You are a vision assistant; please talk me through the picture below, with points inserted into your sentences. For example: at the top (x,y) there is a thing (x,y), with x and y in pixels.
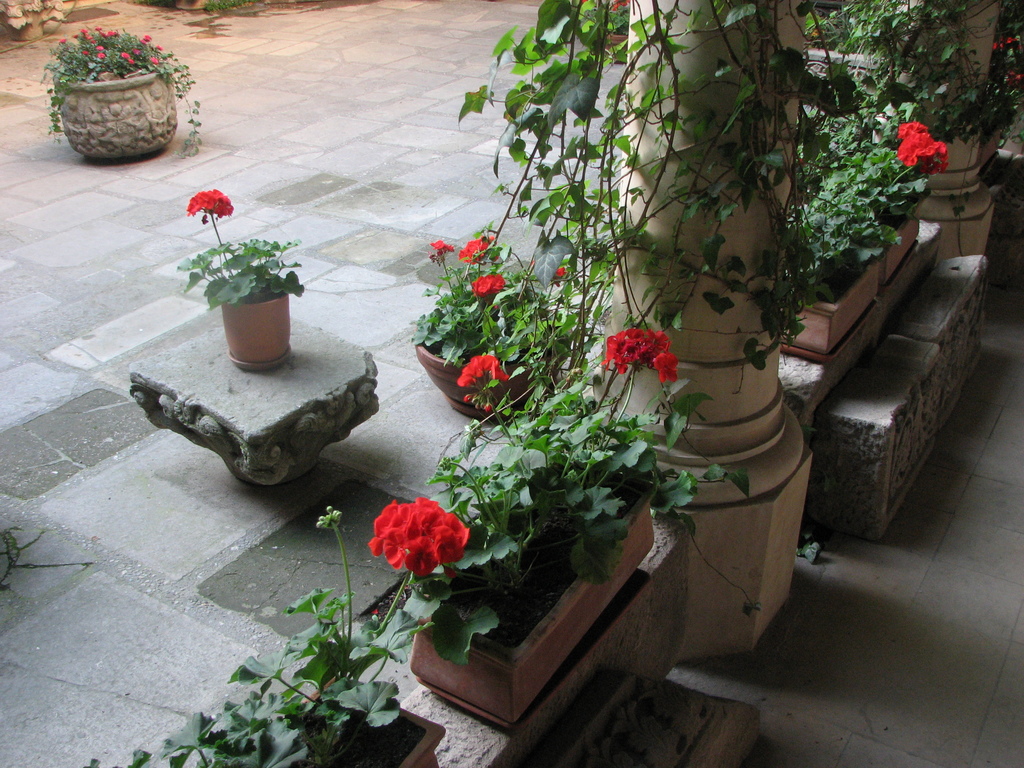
In this image there are pillars (979,80), creepers (561,302) and flower pots (578,437) on the platforms (278,388). At the bottom of the image (98,692) there is a floor (332,171).
